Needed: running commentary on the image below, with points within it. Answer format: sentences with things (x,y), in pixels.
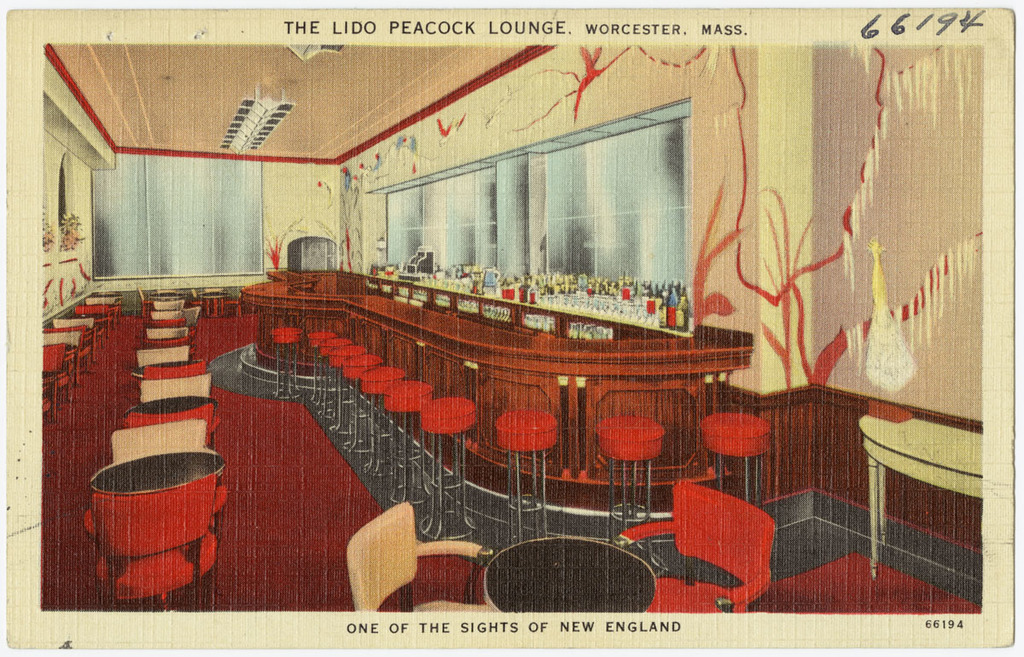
In this picture, it seems like a poster (301,285) and text (485,624).
